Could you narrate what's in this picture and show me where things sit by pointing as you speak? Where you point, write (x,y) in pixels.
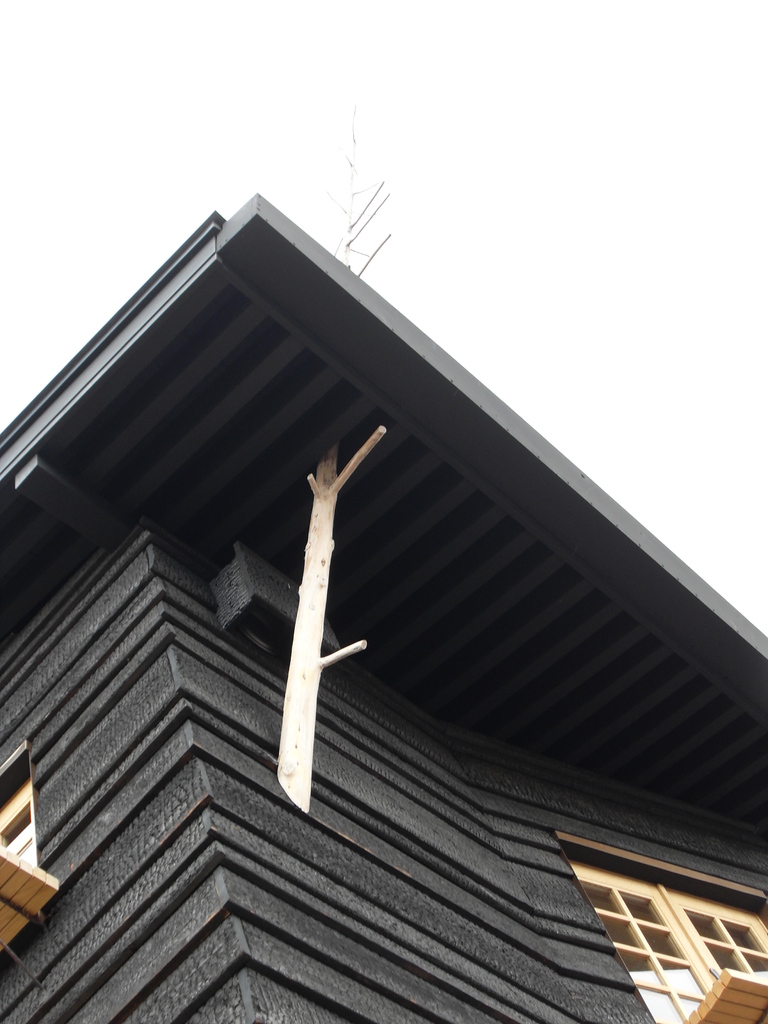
This picture is clicked outside. In the foreground (312,843) there is a building (360,577) and we can see the windows (708,919) of the building (211,760). In the background (494,246) there is a sky (586,90) and some metal rods (359,215).
